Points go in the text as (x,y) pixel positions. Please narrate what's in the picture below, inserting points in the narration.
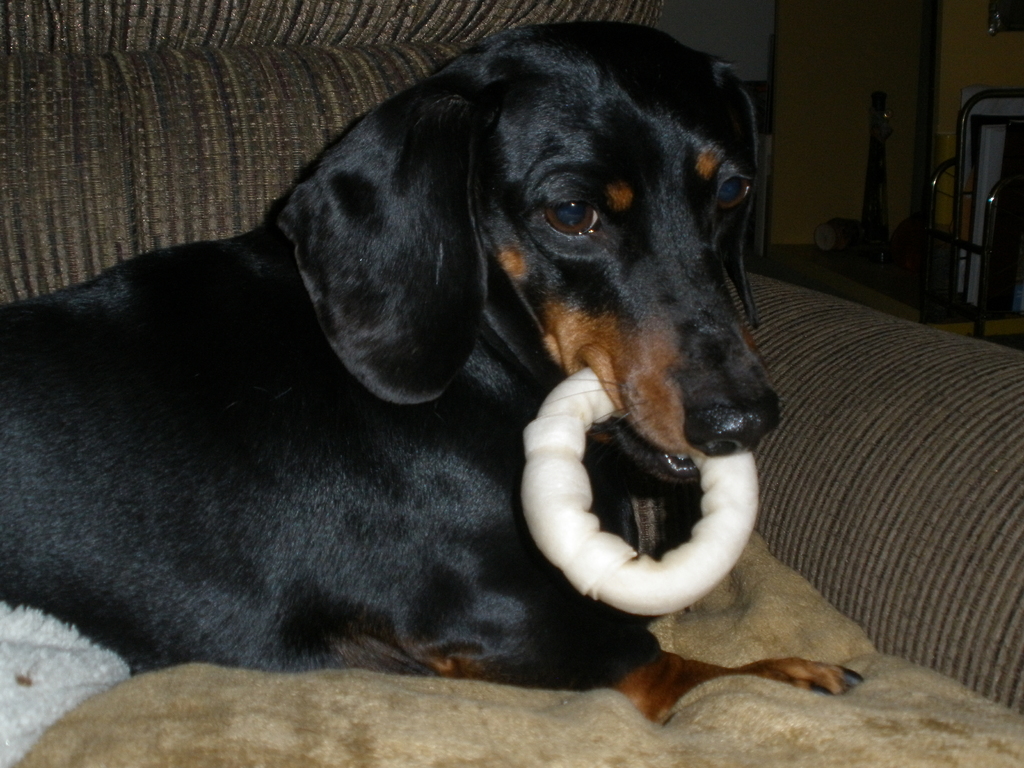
This image consists of a dog (476,297) in black color. It is on a sofa (87,79). At the bottom (282,739), we can see a blanket (490,732) in brown color. On the right (774,104), we can see a wall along with a metal stand (982,246).
